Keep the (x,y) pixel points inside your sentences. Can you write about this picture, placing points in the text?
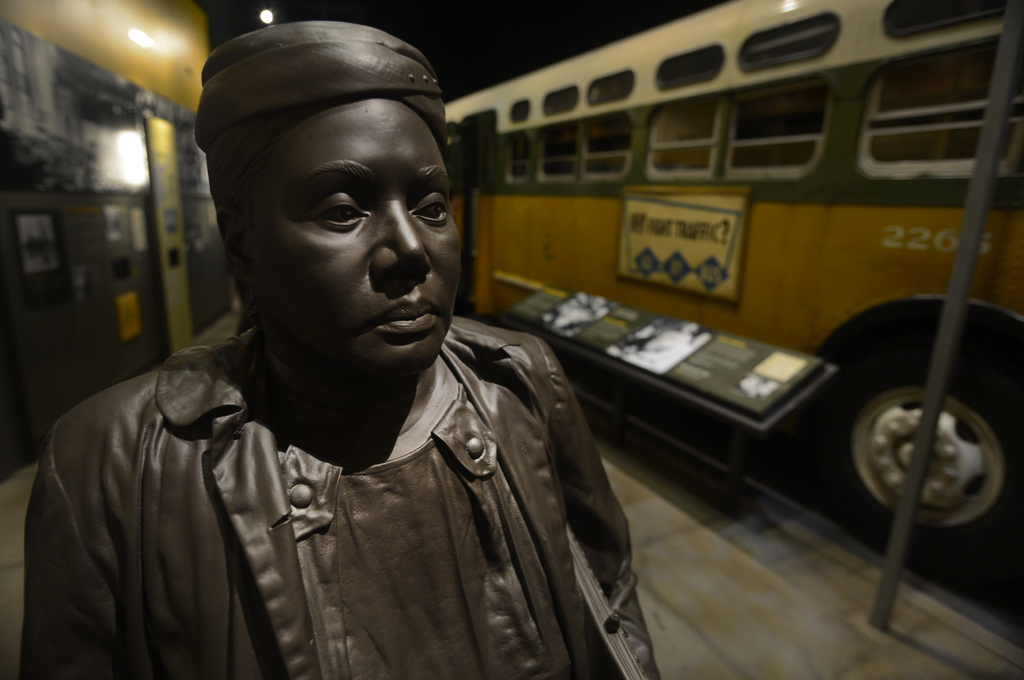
In this image we can see a statue of a woman (250,408). In the background (775,73) we can see motor vehicle (880,203), pole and information boards (716,370).
